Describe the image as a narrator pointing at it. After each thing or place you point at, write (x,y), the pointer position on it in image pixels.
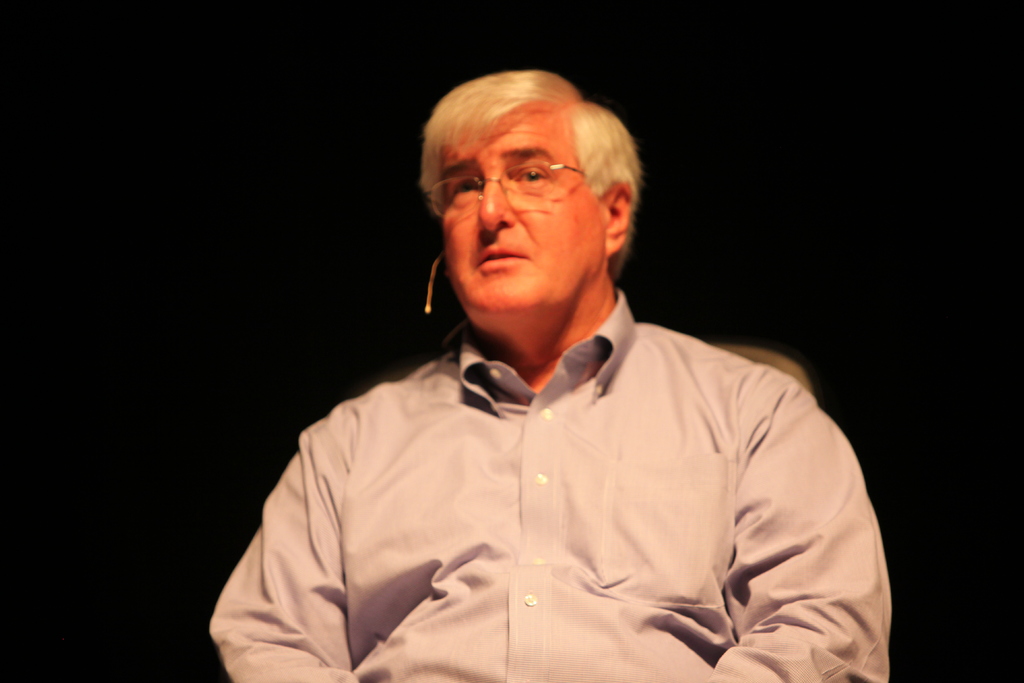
In the picture we can see a man (478,641) sitting on the chair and he is in shirt (648,614) and white hair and behind him we can see the dark.
